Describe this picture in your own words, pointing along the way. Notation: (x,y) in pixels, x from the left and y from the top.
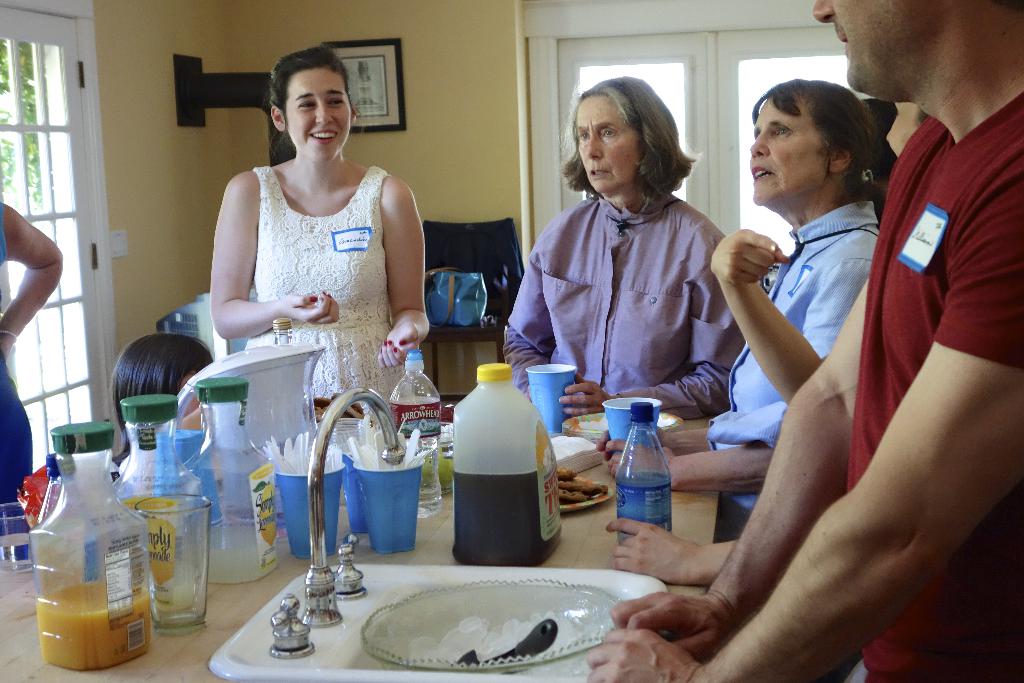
In the picture I can see a sink (359,682), tap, a bowl (379,616) with ice cubes (476,633), some bottles (624,510), glasses (294,543) and a few more things (382,514) are placed on the table (156,674) and we can see a person (913,370) wearing maroon color T-shirt (1023,618) is on the right side of the image (793,548) and we can see two women (640,280) are standing and we can see a woman (343,282) wearing white dress (301,290) is smiling and standing near the table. In the background (517,285), we can see the glass windows (29,176), chair (447,264), photo frame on the wall (418,80) and the doors (628,58).
